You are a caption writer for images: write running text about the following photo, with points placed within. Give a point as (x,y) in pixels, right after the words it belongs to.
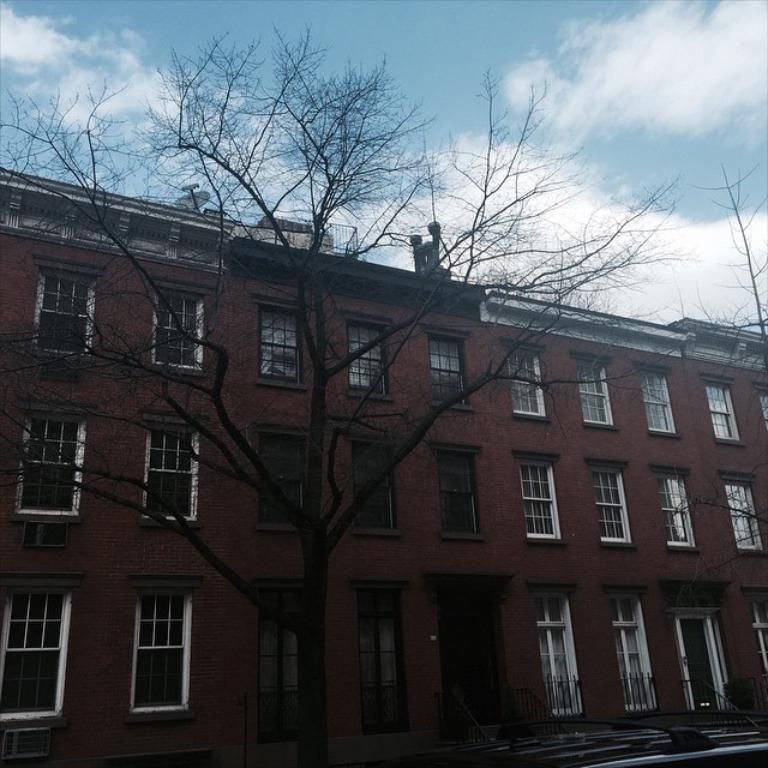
In this image I can see a tree (320,542) which is black in color, the railing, for stairs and a building (603,560) which is brown in color. I can see few windows (175,490) of the building (108,485) which are white and black in color. In the background (623,143) I can see the sky (623,143).
